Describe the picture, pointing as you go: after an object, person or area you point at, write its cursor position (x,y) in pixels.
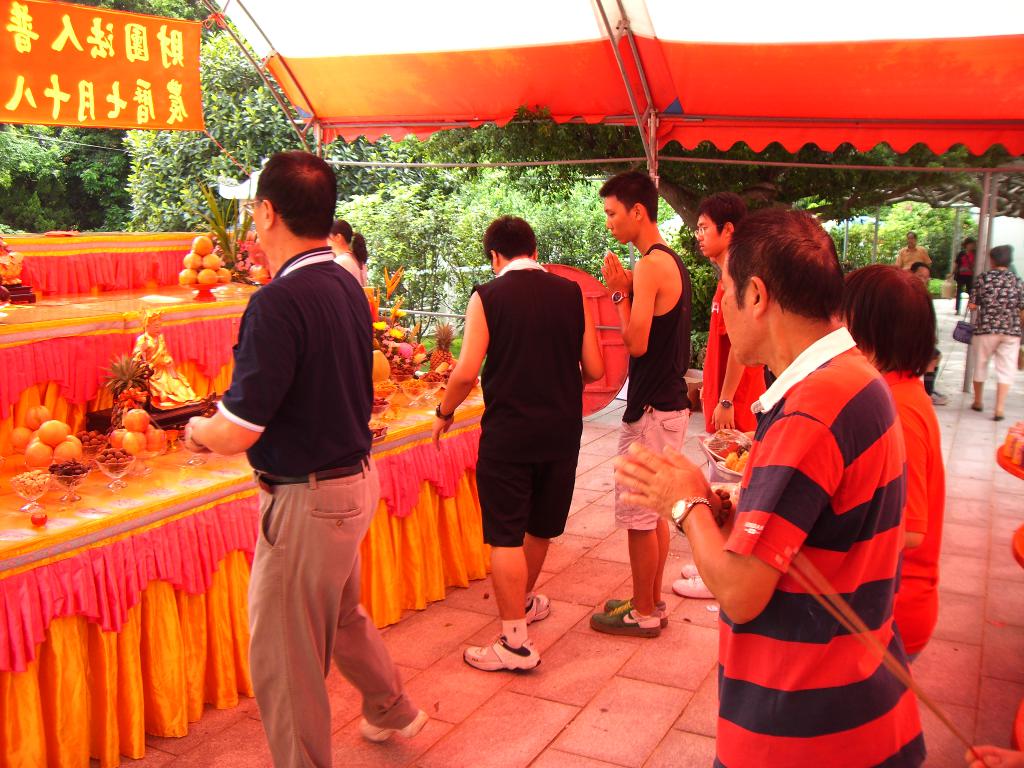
In this picture we can see a group of people (932,575) standing on the ground (436,691) and in front of them we can see bowls (184,456) with fruits (121,411) in it, tent (1006,93), trees (406,239), banner (59,100).
